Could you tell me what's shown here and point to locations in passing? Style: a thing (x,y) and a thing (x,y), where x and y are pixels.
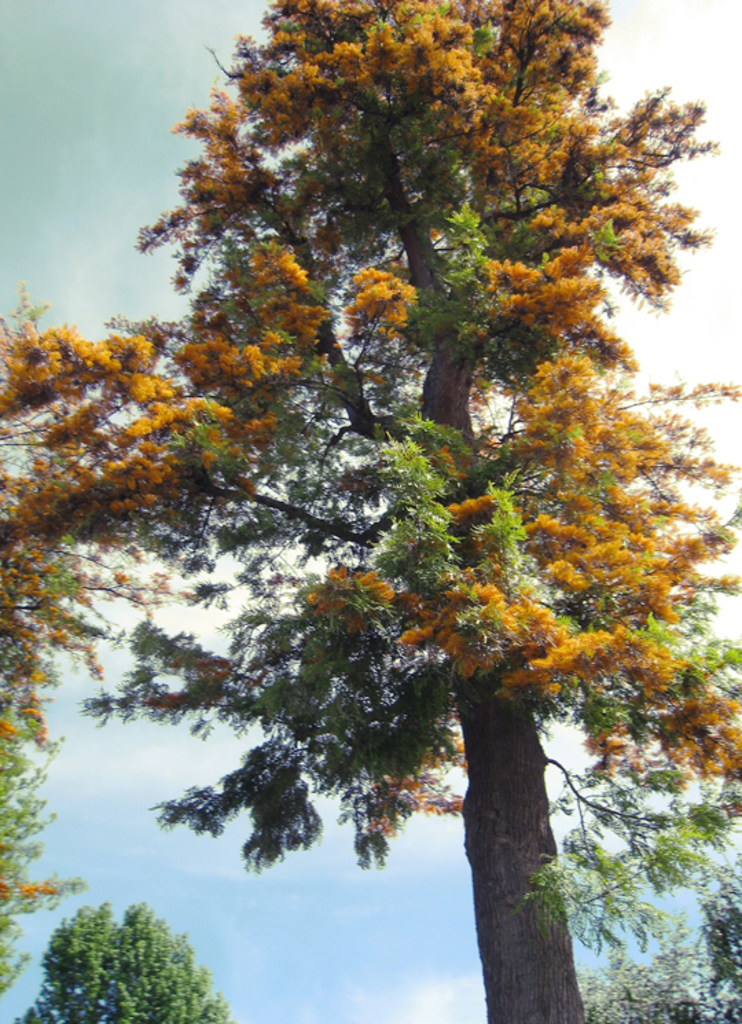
In this image, we can see a tree (542,685) on the blue background. There is a branch (77,526) on the left side of the image (74,532).
